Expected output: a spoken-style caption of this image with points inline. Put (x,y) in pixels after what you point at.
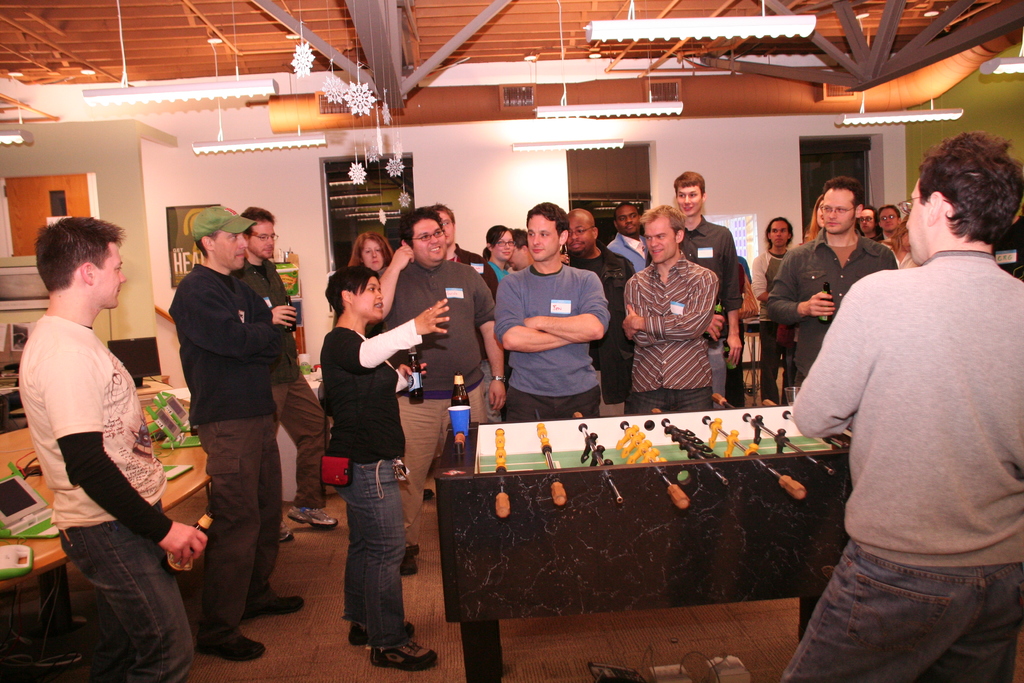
In this image I see number of people (77,363) who are standing and few of them are holding bottles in their hands (814,303). In the background (179,364) I see the wall (1016,135), lights (195,88) on the ceiling (591,12), few decorations (361,94) and tables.
